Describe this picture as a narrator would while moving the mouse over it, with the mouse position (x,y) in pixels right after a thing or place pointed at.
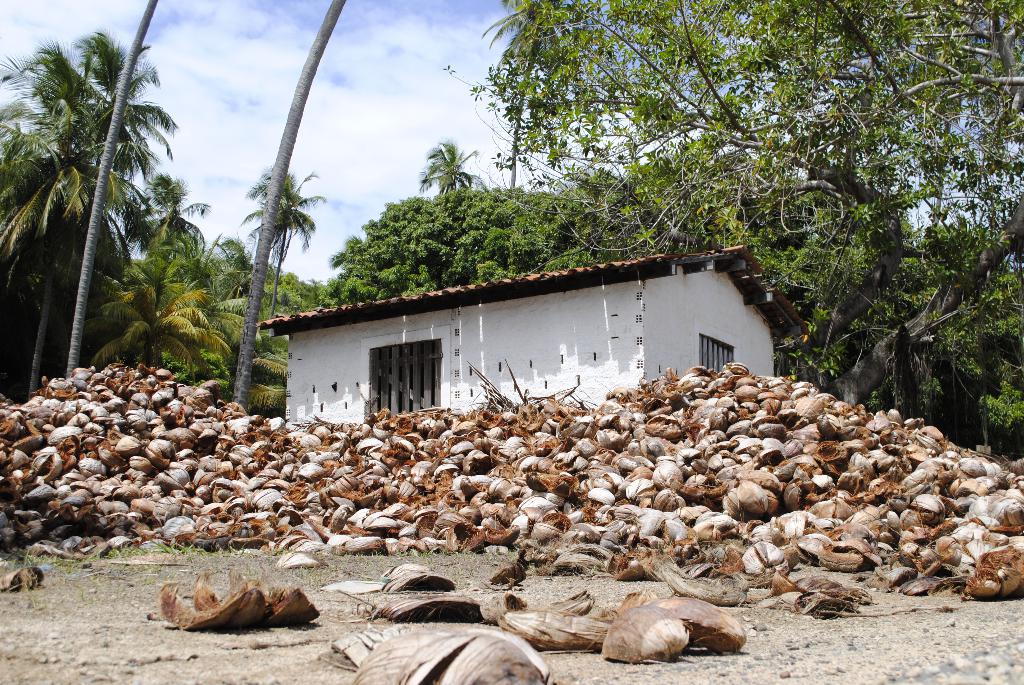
In this picture I can see there is residue of coconut (384,517) and there is a building (435,315), there are trees (465,216) in the backdrop (422,195) and the sky (372,144) is cloudy.
